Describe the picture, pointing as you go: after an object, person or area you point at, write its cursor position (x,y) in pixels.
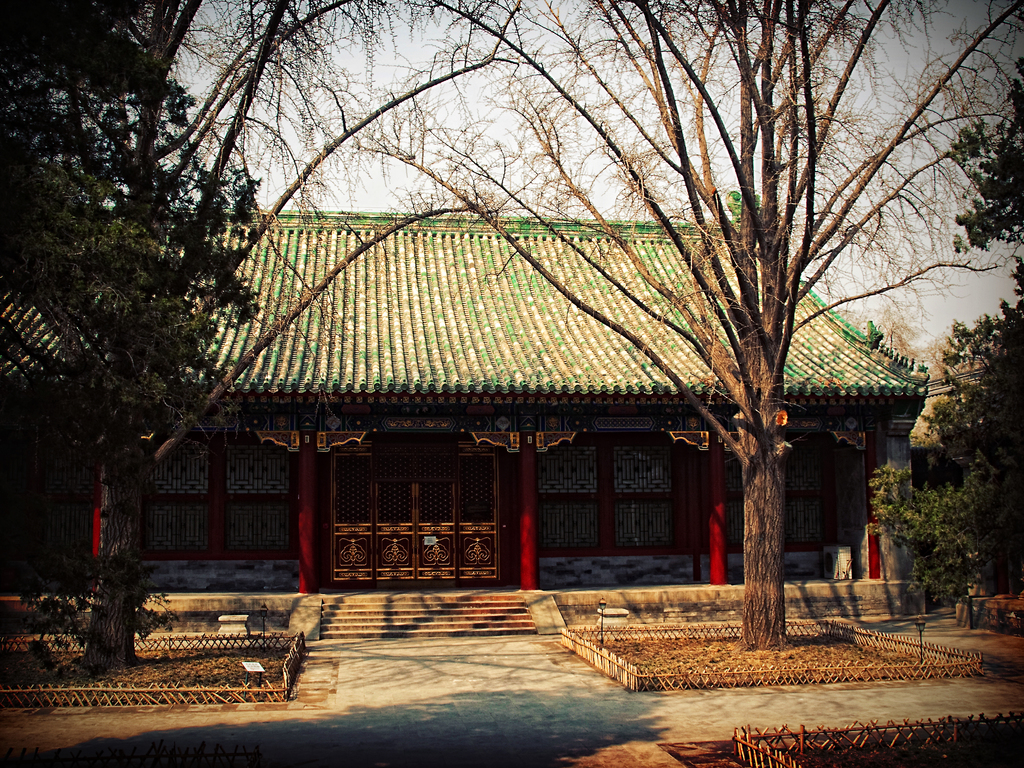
In this image we can see a house (433,510) with a roof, pillars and the staircase (382,607). We can also see the wooden fence (282,689), some trees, poles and the sky (369,197) which looks cloudy.
